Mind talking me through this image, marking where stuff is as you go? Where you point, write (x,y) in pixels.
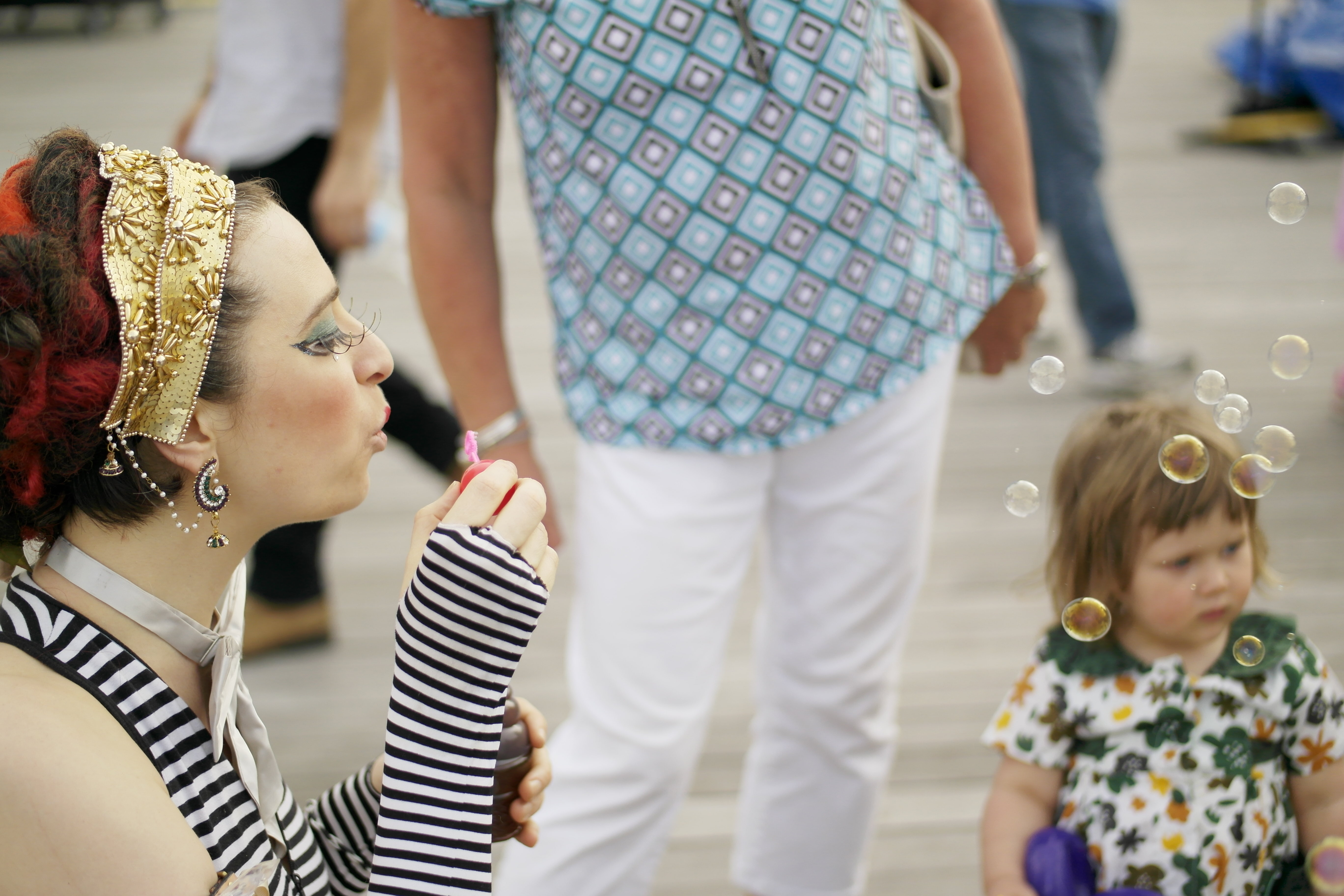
This picture describes about group of people (660,378), few are standing and few are walking, in the right side of the image (1220,688) we can see a girl (1215,664), in front of her we can find few bubbles (1230,402).
